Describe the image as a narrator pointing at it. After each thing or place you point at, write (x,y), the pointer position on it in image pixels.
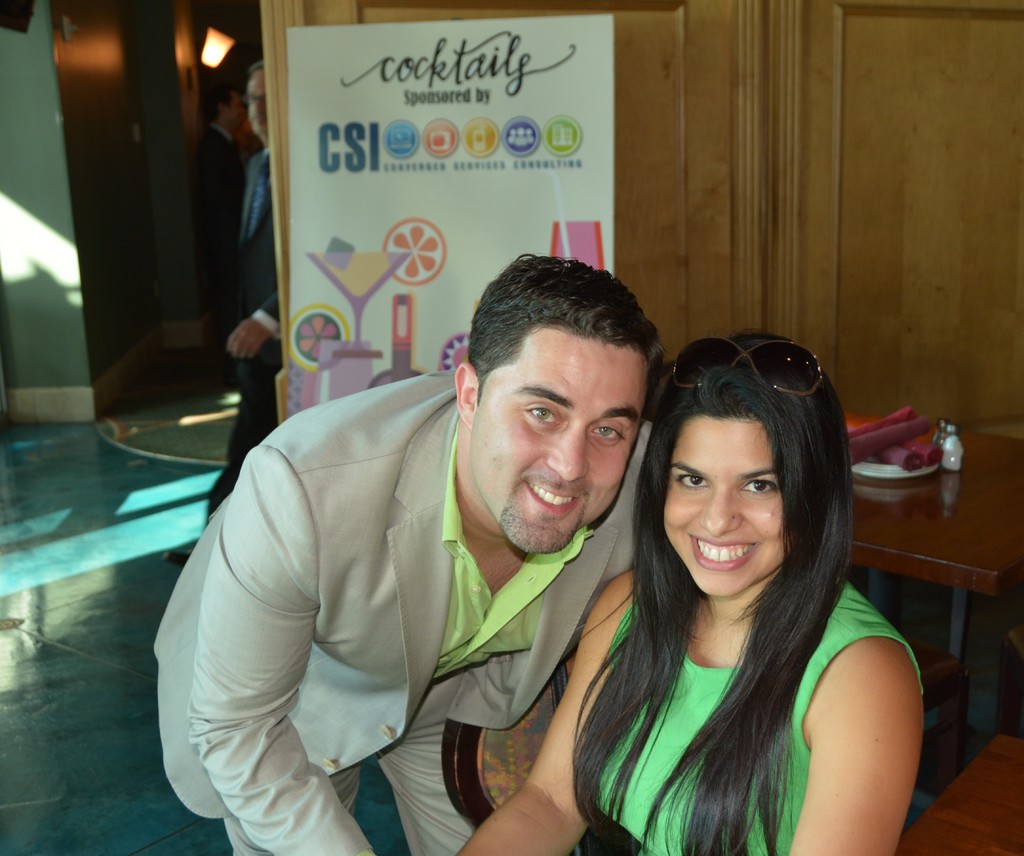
Here is a woman (579,750) sitting on the chair (504,742) and a man (361,707) standing. This is a table (923,496) with some things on it. This is a banner (371,246). At background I can see another person (272,328) walking.
